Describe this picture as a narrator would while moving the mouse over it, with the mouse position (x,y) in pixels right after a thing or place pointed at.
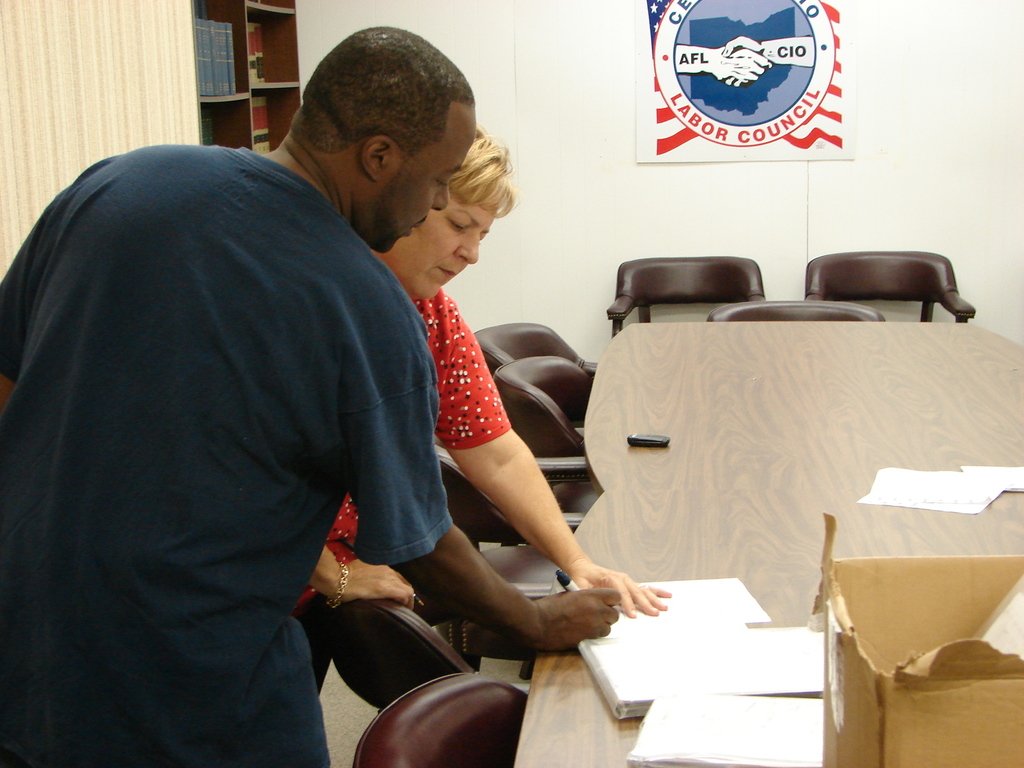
In this image I can see a man (287,654) and a woman (479,398) are standing, I can also see number of chairs (554,402) and a table (645,484). Here on this table (698,567) I can see few papers (962,495) and a box (879,613).
